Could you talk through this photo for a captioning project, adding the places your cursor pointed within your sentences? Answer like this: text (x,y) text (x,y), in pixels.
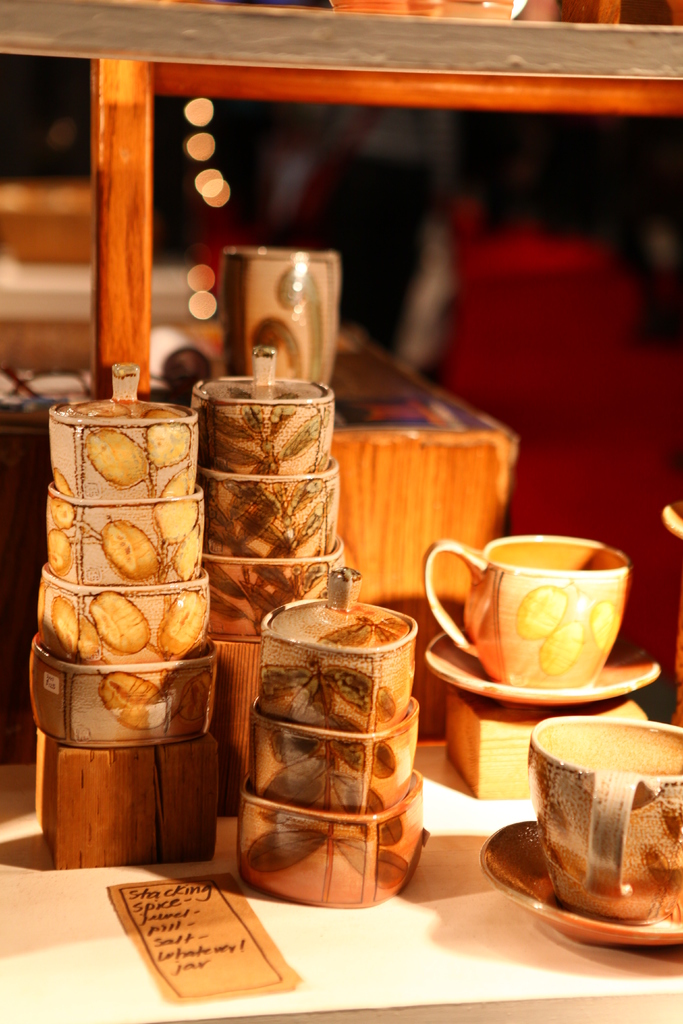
At the bottom of the image (418,921) there is a white surface (500,931) with cups (578,723) and saucers (572,915). And also there are boxes (148,627) on the white surface (15,1012). Behind them there are few wooden items (145,300) and also there is a blur image in the background (30,207).
